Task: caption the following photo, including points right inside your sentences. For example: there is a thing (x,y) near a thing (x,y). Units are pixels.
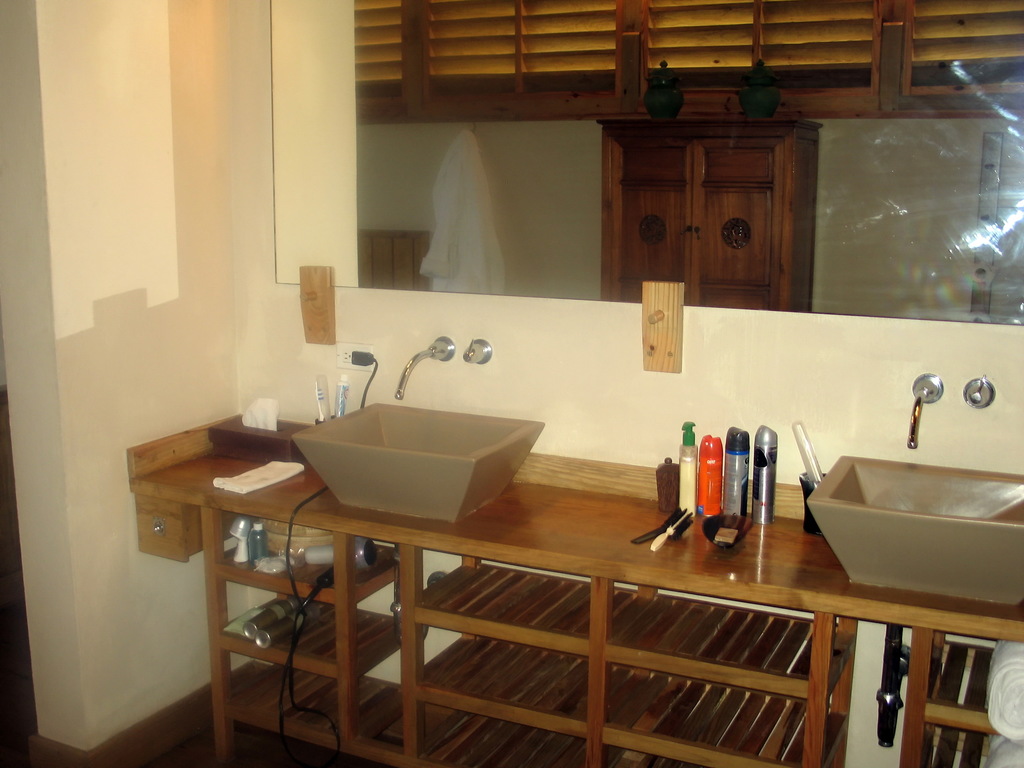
in this image in this room (890,522) there are many things (724,522) are there like table (539,523), wash basin (467,474), mirror (590,200) and on the table (648,526) again there are so many things (721,517) are there like deodorants (762,473), brushes (681,519), towels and tissue papers (262,414) and hand washes (684,486).
